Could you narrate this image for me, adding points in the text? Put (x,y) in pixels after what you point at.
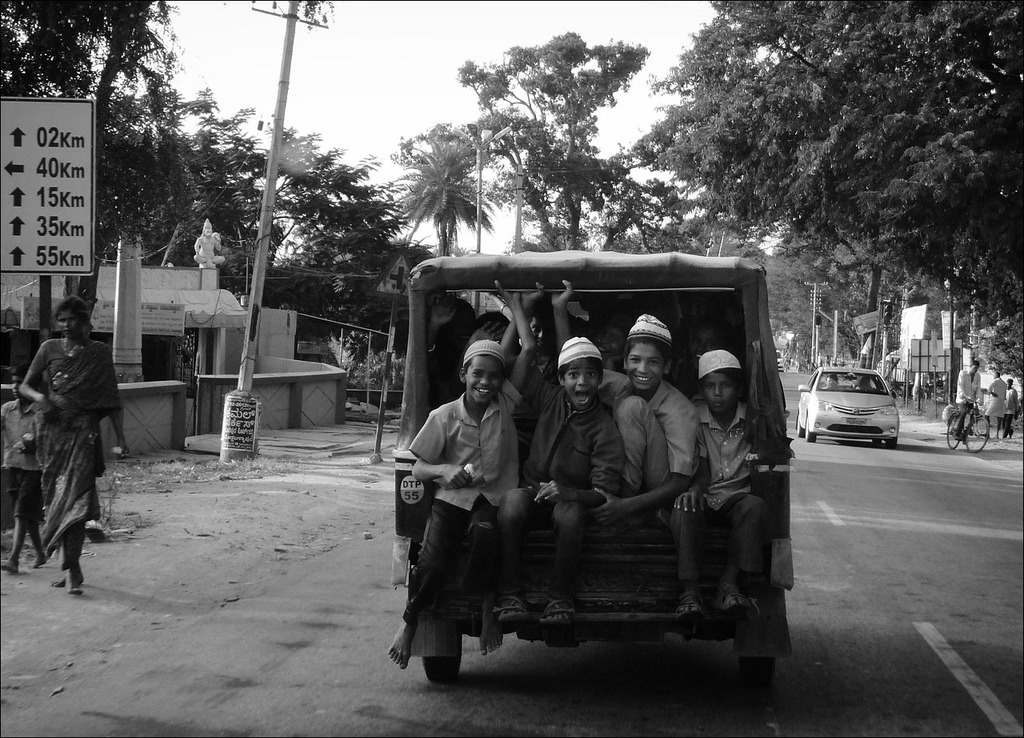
In the picture I can see vehicles (660,572) on the road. I can also see people (594,446) among them some are sitting in a vehicle (525,462) and some on the ground (1016,547). In the background (300,330) I can see trees (248,214), the sky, buildings (190,330), poles (255,320) which has wires (333,274) attached to them, a board (54,235) which has something written on it, buildings (230,354), bicycle (964,444) on road (992,475) and some other objects (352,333). This picture is black and white in color.
